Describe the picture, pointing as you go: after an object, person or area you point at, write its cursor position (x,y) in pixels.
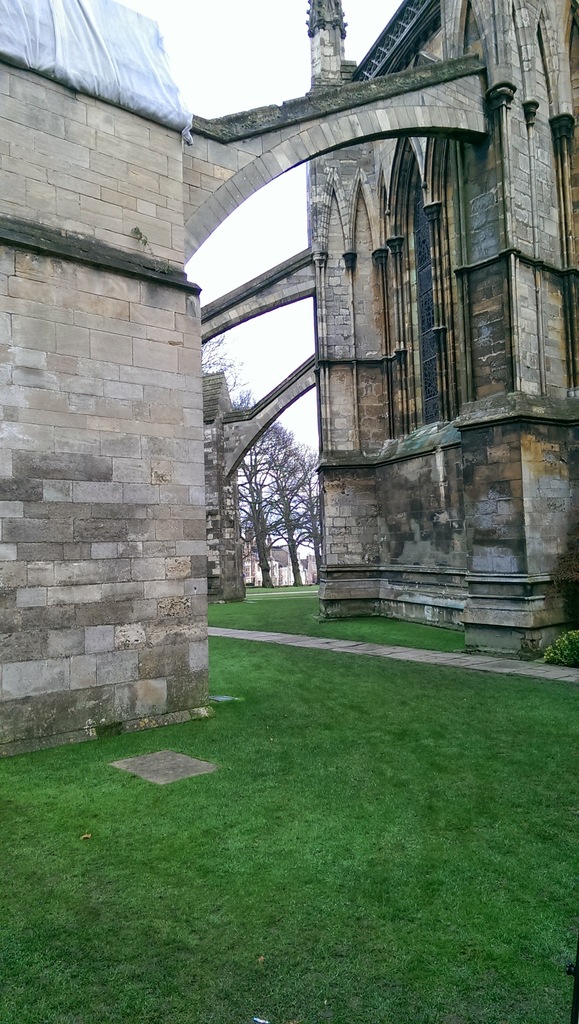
In this image I can see at the bottom (382,918) there is the grass (334,908), in the middle (205,552) there are buildings (157,589) and trees (257,484). At the top (248,36) it is the sky (266,61).
